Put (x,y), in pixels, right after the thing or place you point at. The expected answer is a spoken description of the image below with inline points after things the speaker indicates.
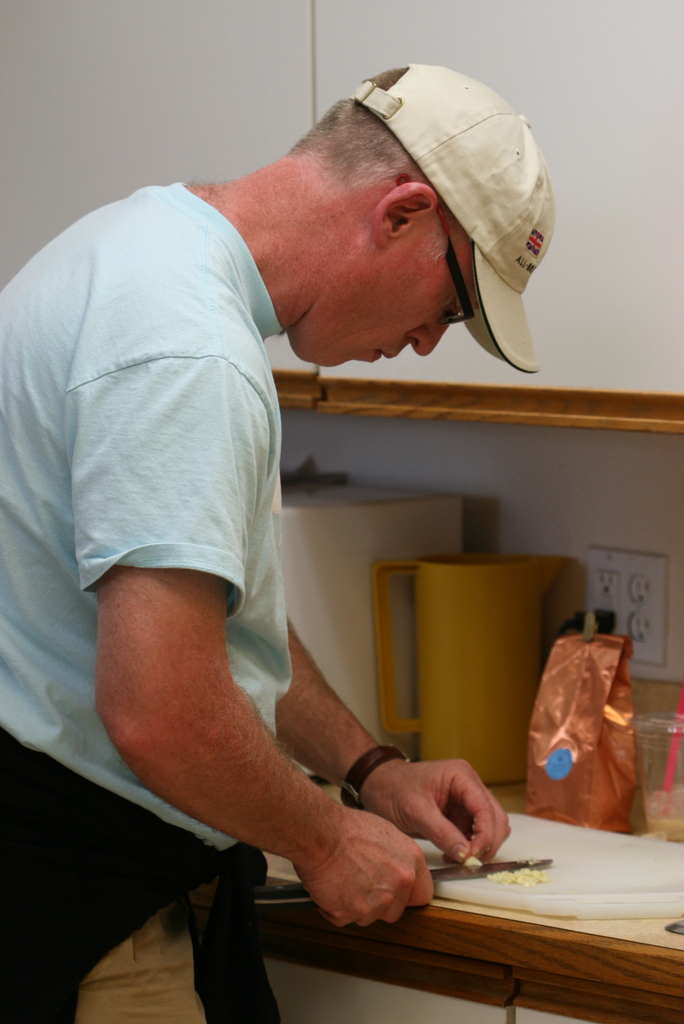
In this image we can see a man (249,534) standing and holding a knife (459,877) in his hand (373,872) and there is a chop board (574,903) placed on the table (583,923). On the table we can see jug (470,626), switch board (632,603), disposal tumbler (654,754) and polythene cover (587,721).
